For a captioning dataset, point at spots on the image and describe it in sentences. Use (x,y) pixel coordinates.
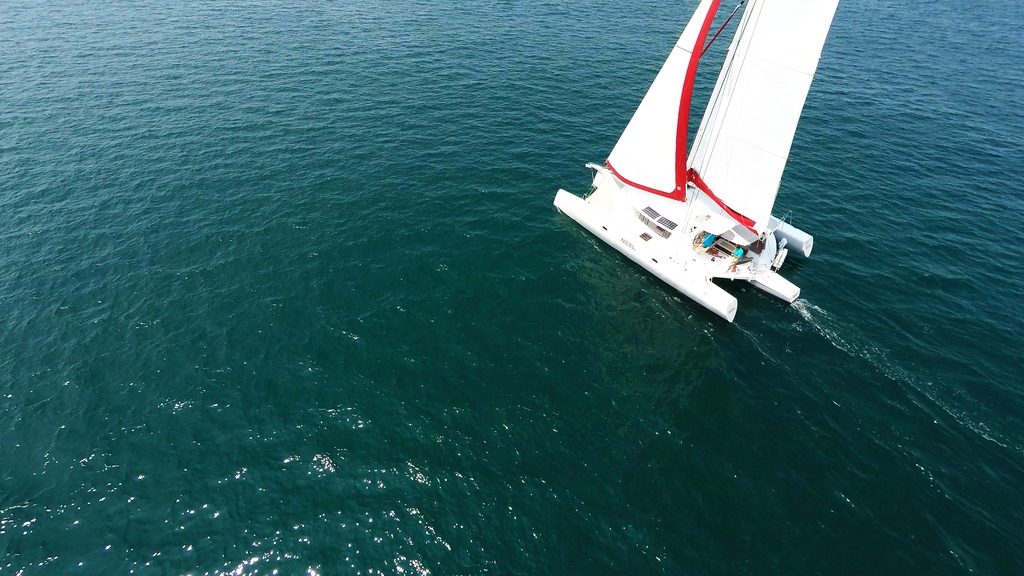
In this image, we can see few people (738,253) are sailing a boat (721,243) on the water (912,319).
